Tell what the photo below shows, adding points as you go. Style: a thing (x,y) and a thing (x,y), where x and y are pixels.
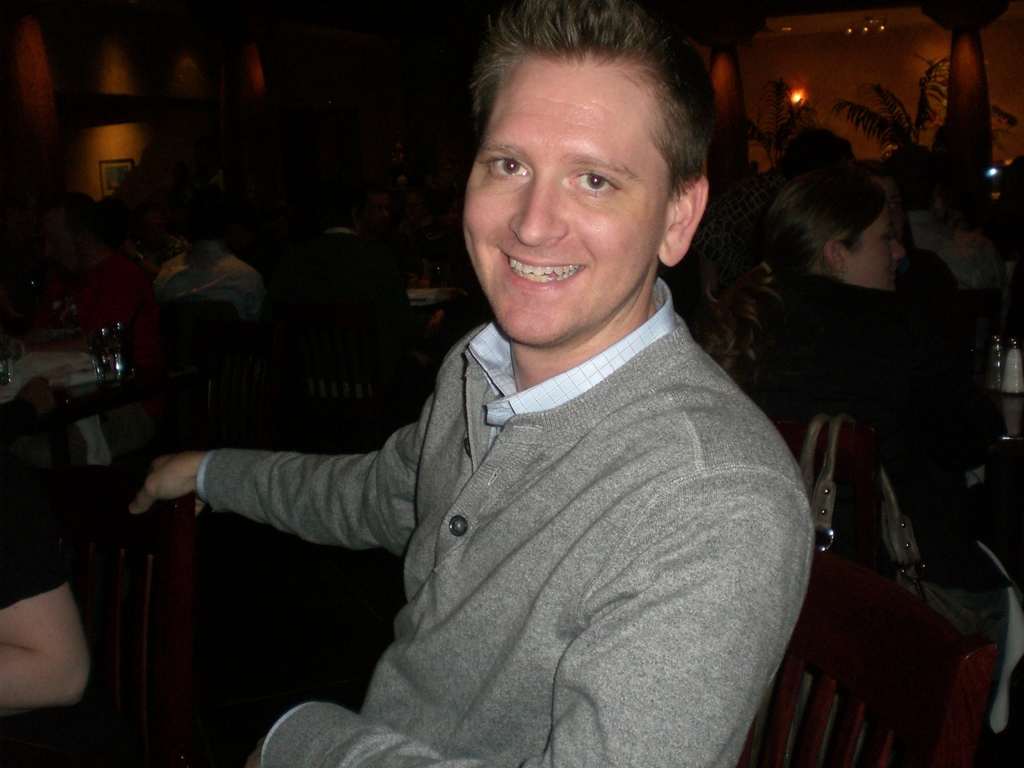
Here I can see a man (550,533) is sitting on a chair (817,708), smiling and giving pose for the picture. In the background (932,395), I can see some more people (224,246) in the dark.
